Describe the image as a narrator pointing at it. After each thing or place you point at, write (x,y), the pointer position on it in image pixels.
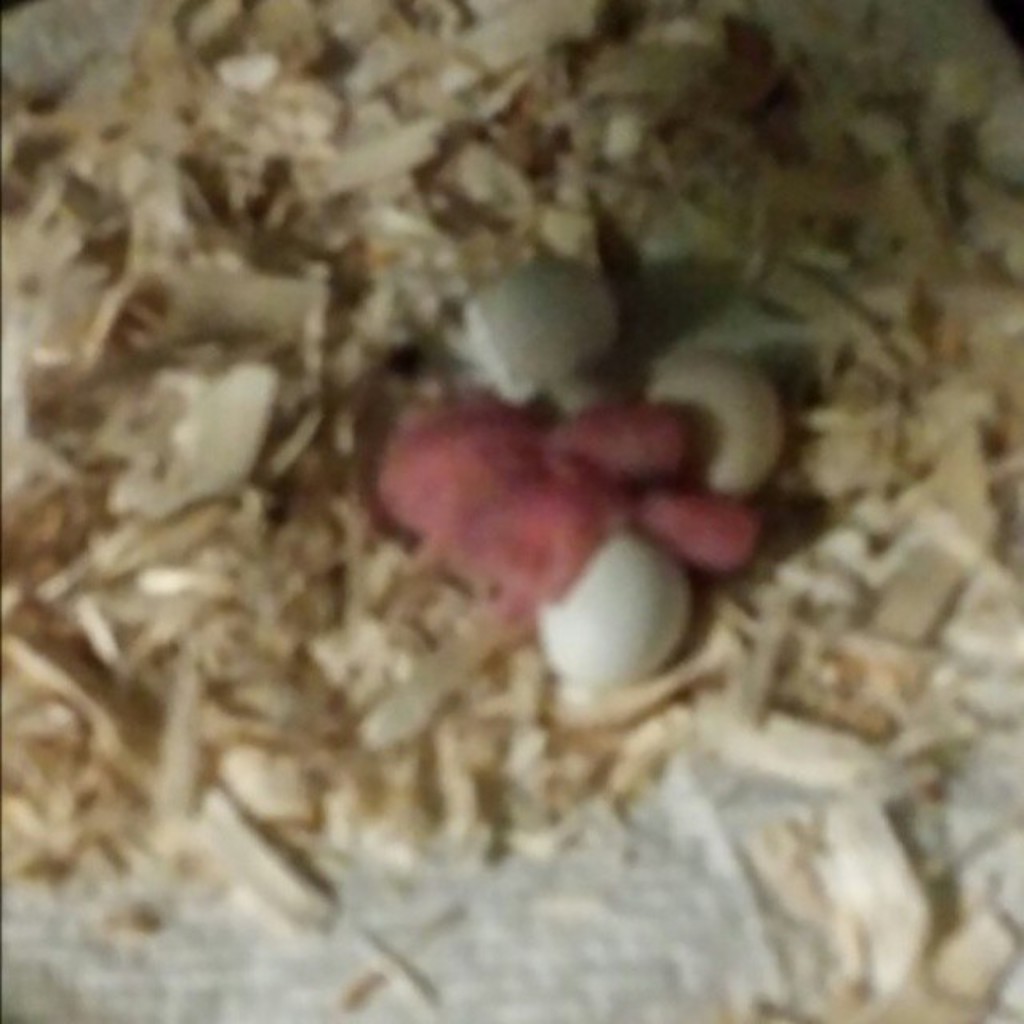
In this blur image, we can see some wood waste (806,486).
